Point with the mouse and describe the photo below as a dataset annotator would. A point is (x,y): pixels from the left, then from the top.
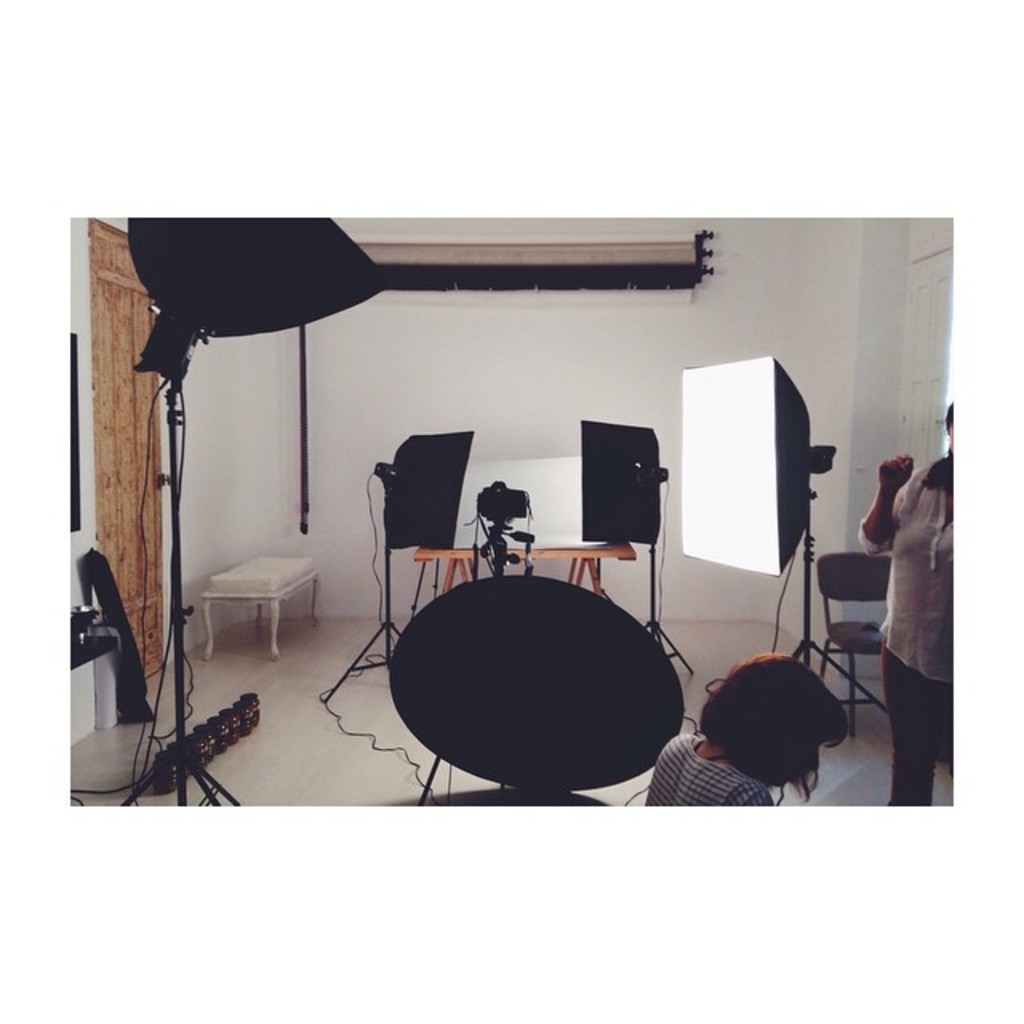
This picture is clicked inside the room (115,302). In the right corner (930,476) we can see a person (910,678) standing on the ground (860,757). In the foreground (733,746) we can see another person (723,744), and we can see the lamps (734,453), and on the left (160,775) we can see a table (299,574) and some other items (167,761) are placed on the ground (229,759). On the right (828,592) we can see the chair (833,629). In the background (496,357) we can see the wall (482,361), table (564,547) and some other objects (507,242).
